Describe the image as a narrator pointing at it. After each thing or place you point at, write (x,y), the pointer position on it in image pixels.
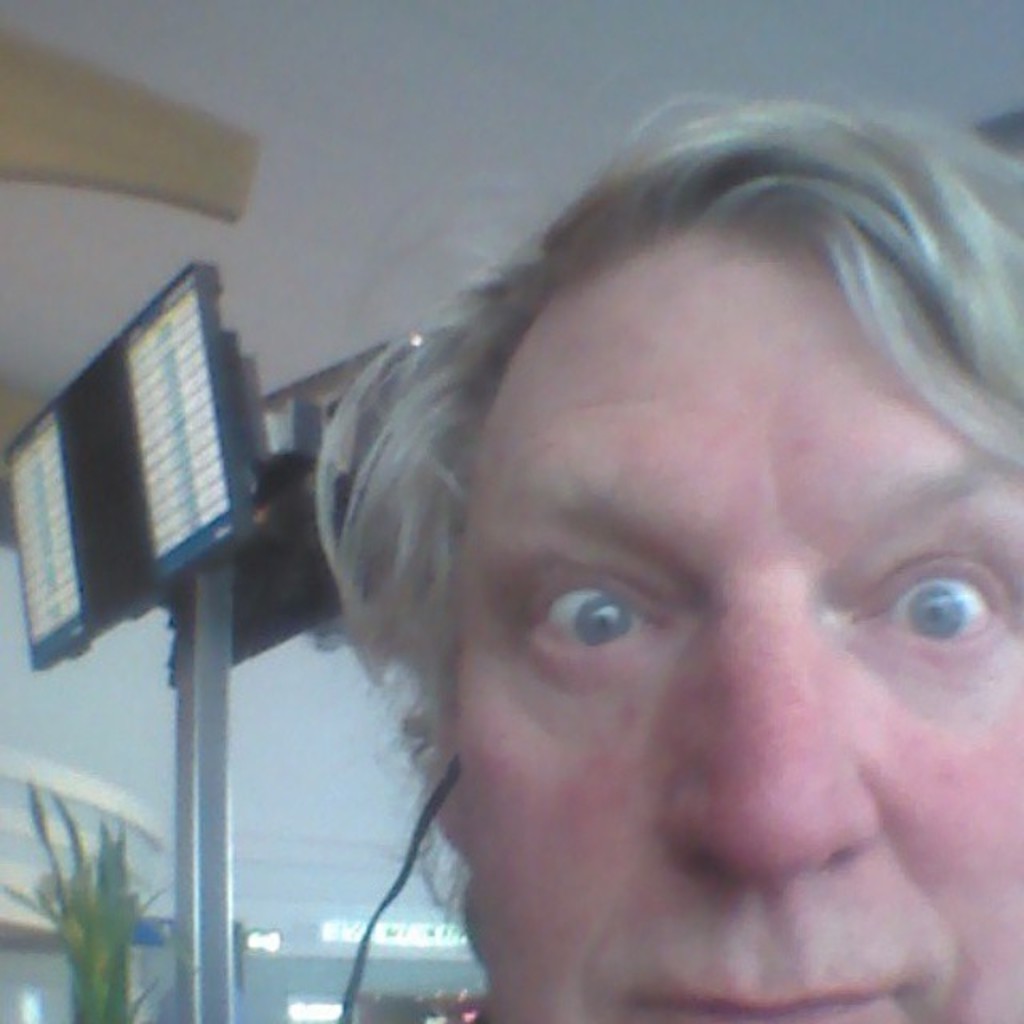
In this image there is a man (558,886), in the background (212,848) there is a pole (215,594) with screens (218,470).
